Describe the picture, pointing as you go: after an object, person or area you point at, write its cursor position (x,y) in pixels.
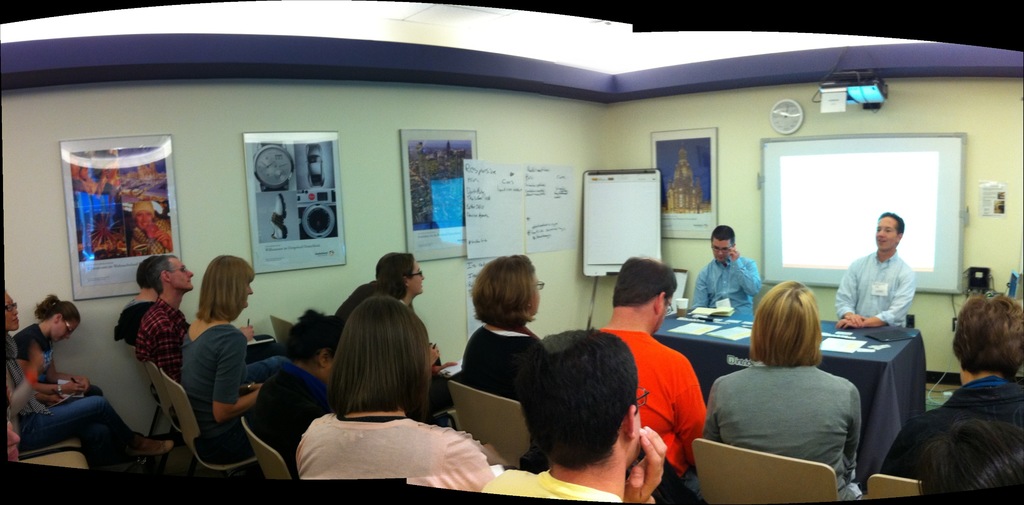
This image is taken from inside. In this image there are a few people (543,384) sitting on their chairs (178,406) and few are holding books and pens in their hands (657,441), in front of them there are two persons (856,301) sitting on their chairs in front of the table (849,367) with some objects (829,349) on top of it, behind them there is a screen (916,163), clock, posters (542,167) and frames (682,211) are hanging on the wall (723,185). At the top of the image (619,70) there is a ceiling (558,49).
